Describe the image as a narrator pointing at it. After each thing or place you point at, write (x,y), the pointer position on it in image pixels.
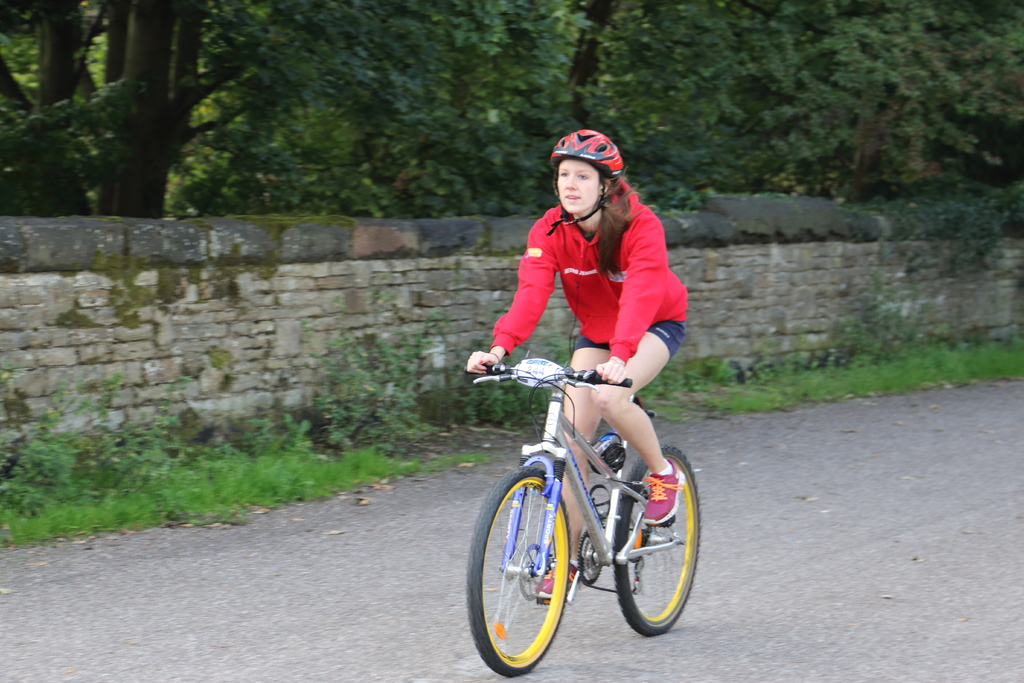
In this image we can see a person (591,353) riding a bicycle (539,367) on the road (382,513), there are some plants (273,450), trees (403,170) and grass (292,470), also we can see the wall (807,280).
